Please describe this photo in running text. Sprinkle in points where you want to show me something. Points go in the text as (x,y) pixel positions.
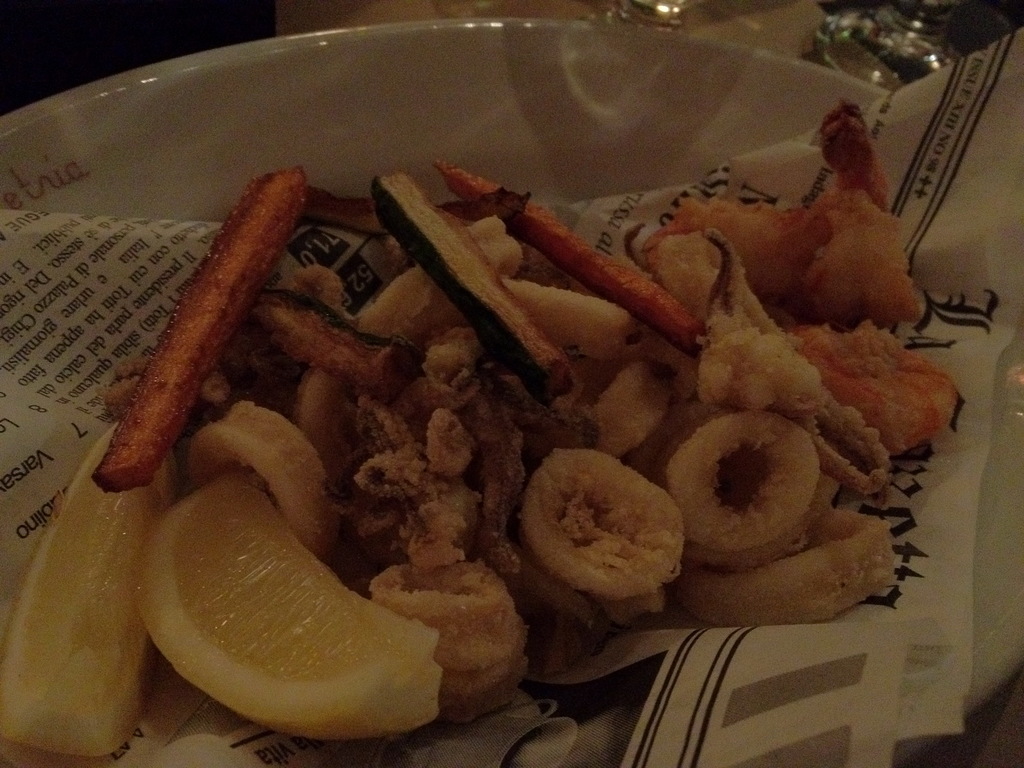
In this picture we can see a paper (918,222) and food (521,339) in the bowl (582,134), beside to the bowl (700,89) we can see few other things (915,18).
